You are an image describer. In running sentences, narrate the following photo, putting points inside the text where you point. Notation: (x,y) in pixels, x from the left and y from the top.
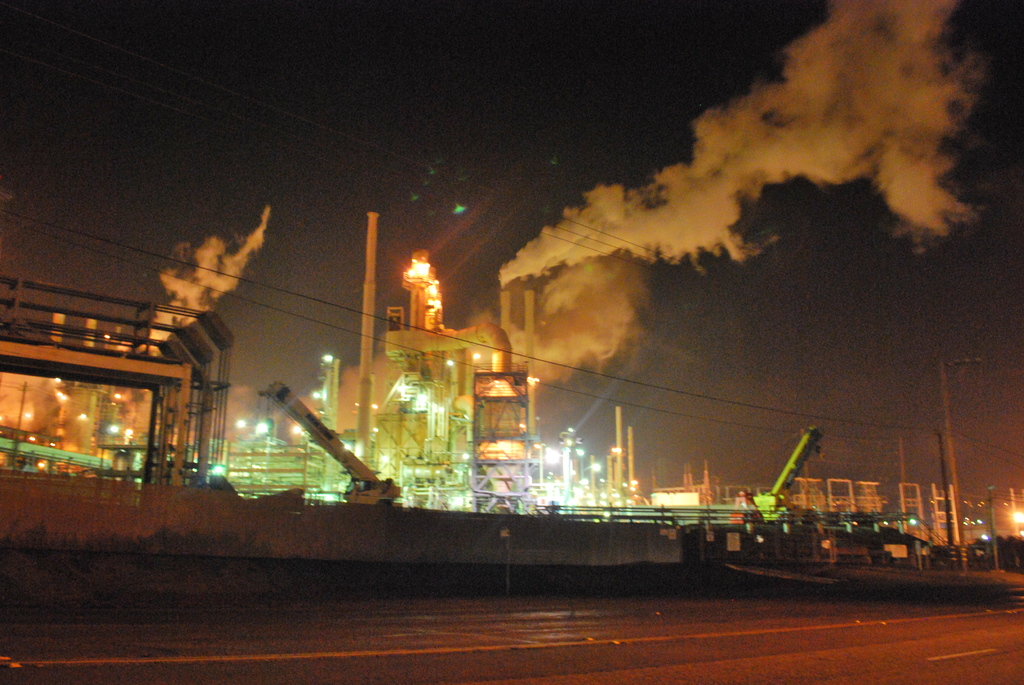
In this image in front (830,628) there is a road (601,597). In the background of the image (673,467) there are cranes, factories (490,450), poles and sky (893,350).
